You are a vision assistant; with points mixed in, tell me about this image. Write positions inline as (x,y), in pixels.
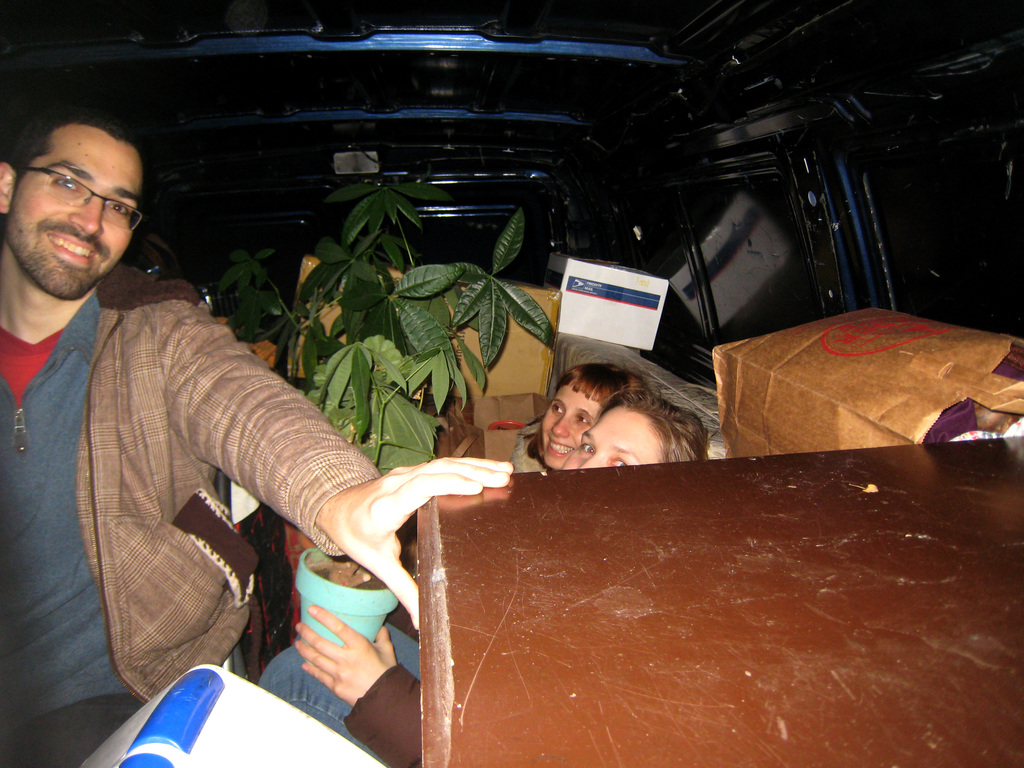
This picture describes about group of people (300,400), they are all in the vehicle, in the vehicle (430,263) we can find a plant (404,347), few boxes (619,292), bags (784,349) and other things (479,502), on the left side of the image (93,397) we can see a man (99,292), he wore spectacles (133,210) and he is smiling.
